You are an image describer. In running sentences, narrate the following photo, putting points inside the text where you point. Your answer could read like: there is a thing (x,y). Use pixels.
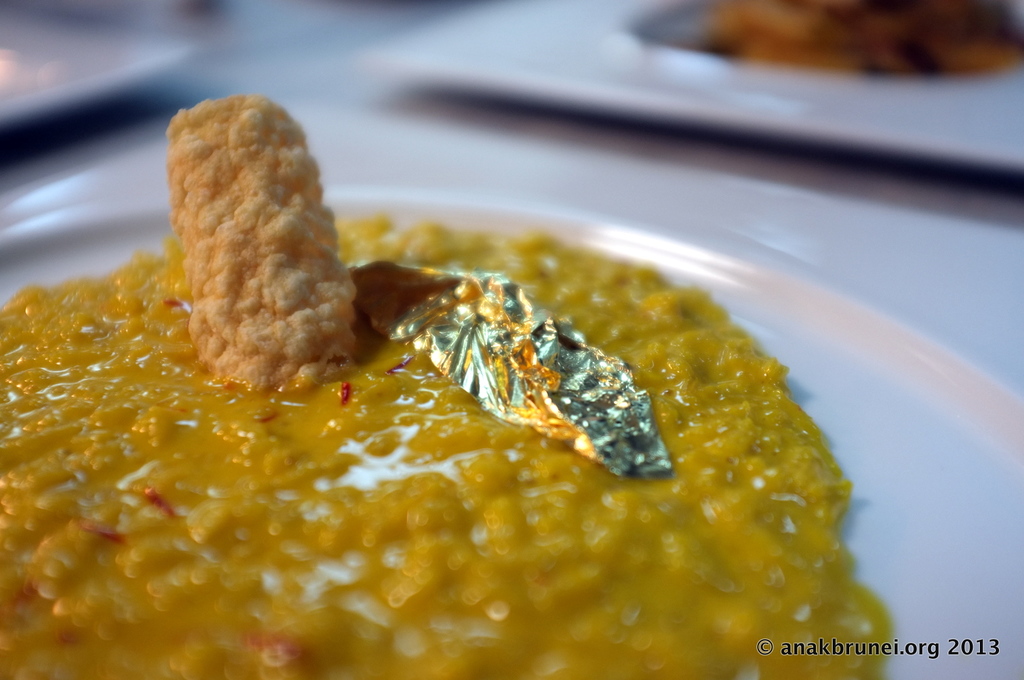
In this image, we can see some food items (448,374) on plates (908,356) which is placed on the surface (992,203).
